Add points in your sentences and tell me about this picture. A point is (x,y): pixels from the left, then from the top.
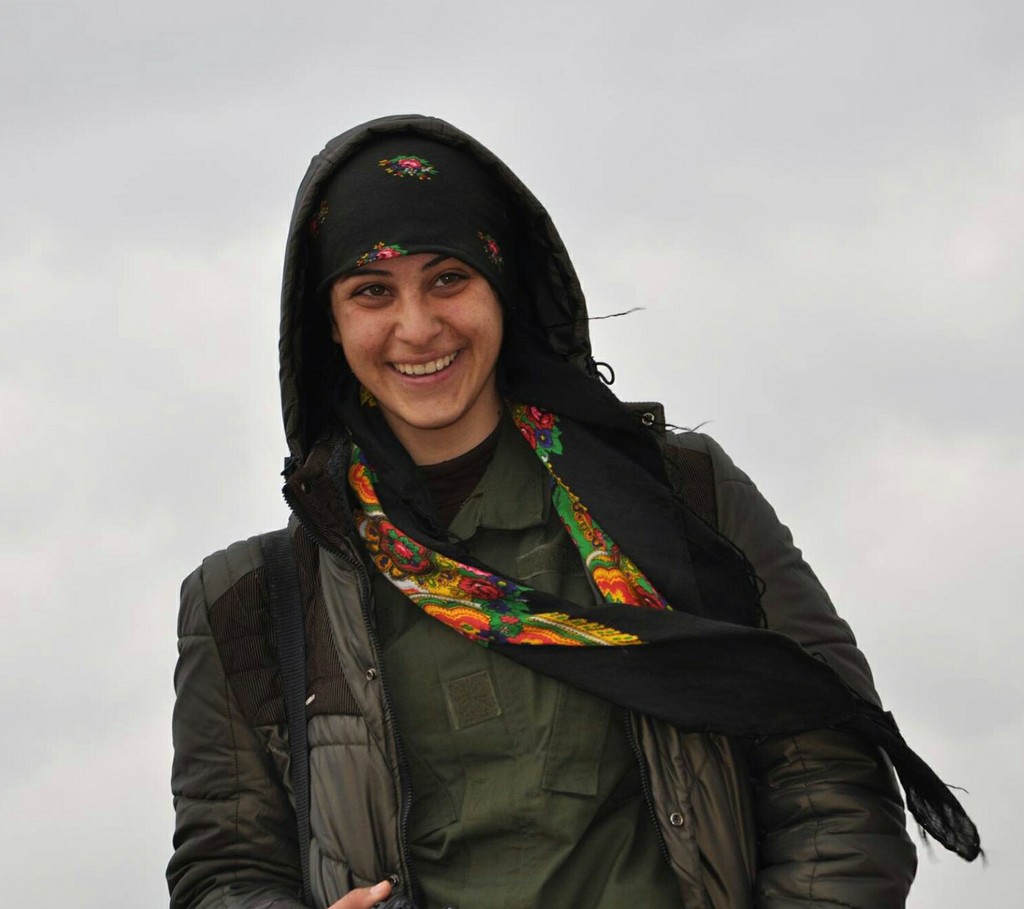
This image consists of a woman (502,609) wearing green jacket (527,715) and a black scarf (416,179). In the background (837,409), there is a sky (836,513).
